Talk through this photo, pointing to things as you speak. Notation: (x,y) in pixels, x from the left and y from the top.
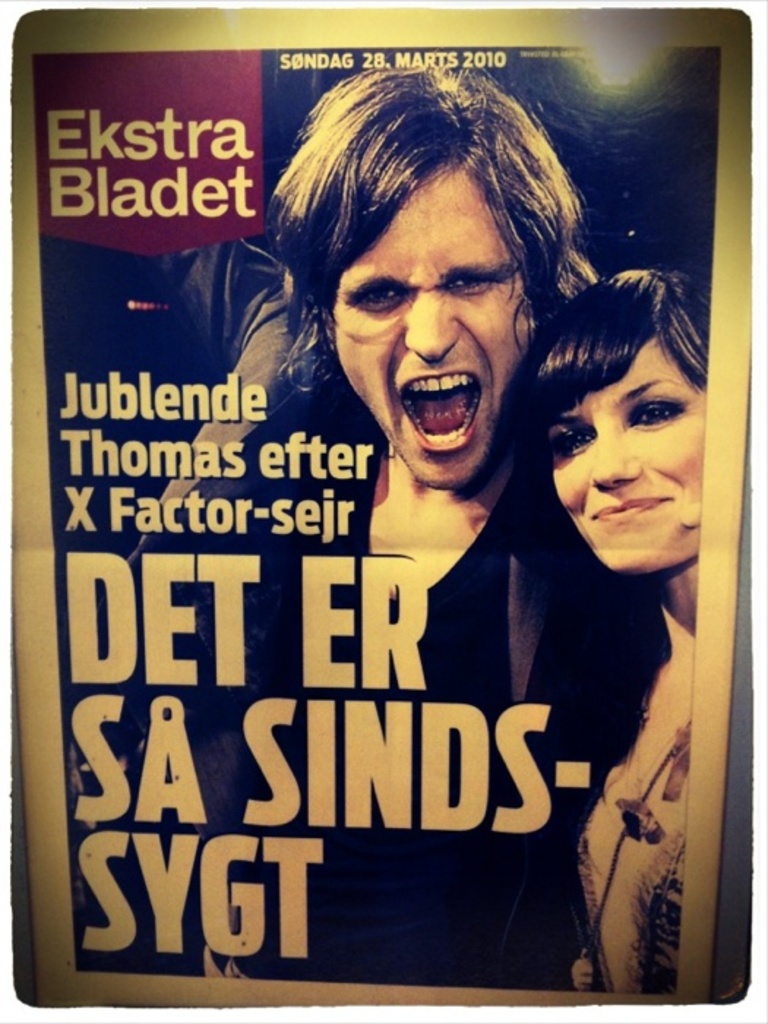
In the picture I can see the poster (528,327). On the poster (528,327) I can see two persons (499,507). There is a text (155,562) on the left side (166,583). I can see a woman (678,507) on the right side (594,651) and she is smiling.
